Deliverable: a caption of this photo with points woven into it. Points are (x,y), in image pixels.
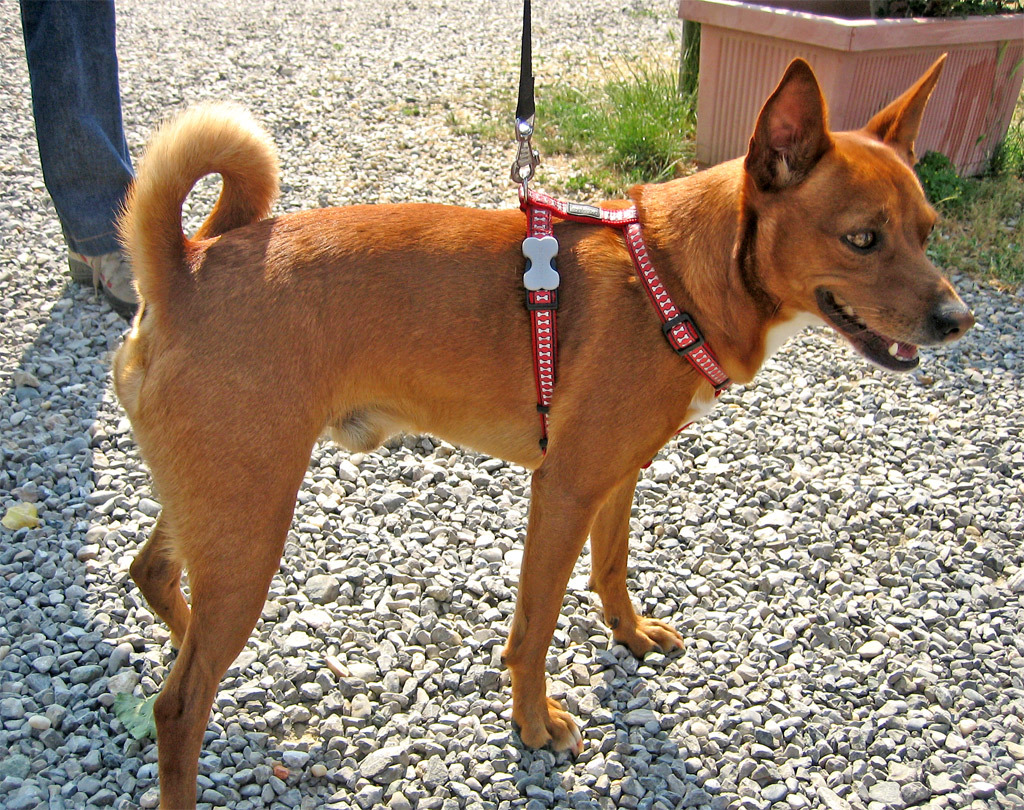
In this image in the middle (431,375) there is a dog (610,488). In the background (88,112) there is a person (107,113) he wears trouser (81,123) and shoes (113,293) and there is grass (607,130) and pot (789,57). At the bottom (730,630) there are many stones (730,641).
